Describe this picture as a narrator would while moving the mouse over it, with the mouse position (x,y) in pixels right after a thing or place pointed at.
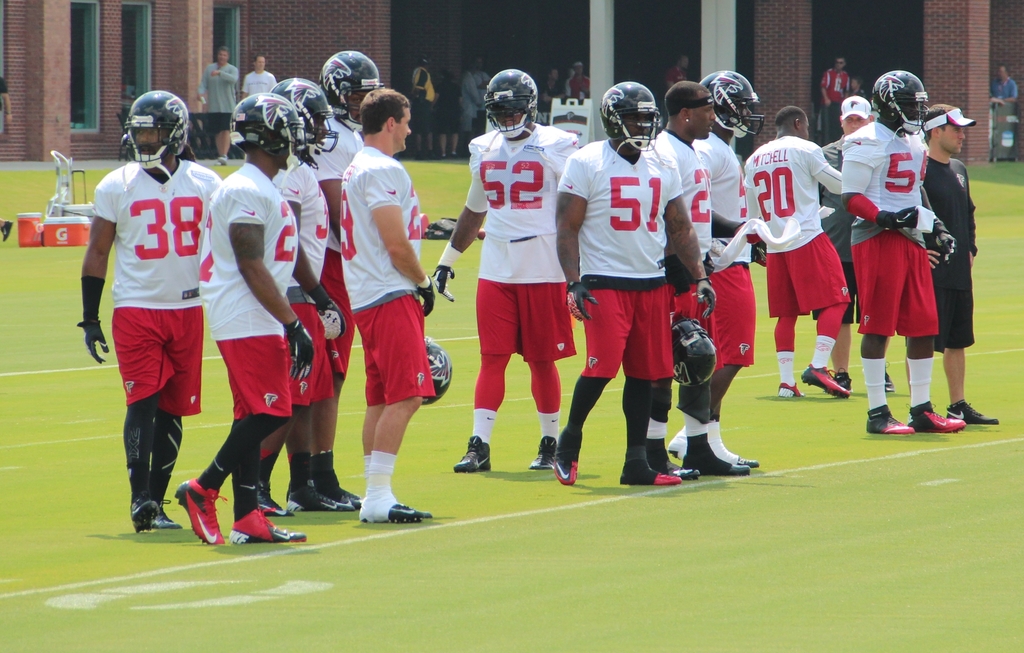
In this picture I can see few people (623,260) standing on the ground (41,191) and I can see building (276,14) and few people (450,132) standing in the back (692,62). I can see a board (582,108) with some text (572,118) and few boxes (86,229) on the ground (10,198).
